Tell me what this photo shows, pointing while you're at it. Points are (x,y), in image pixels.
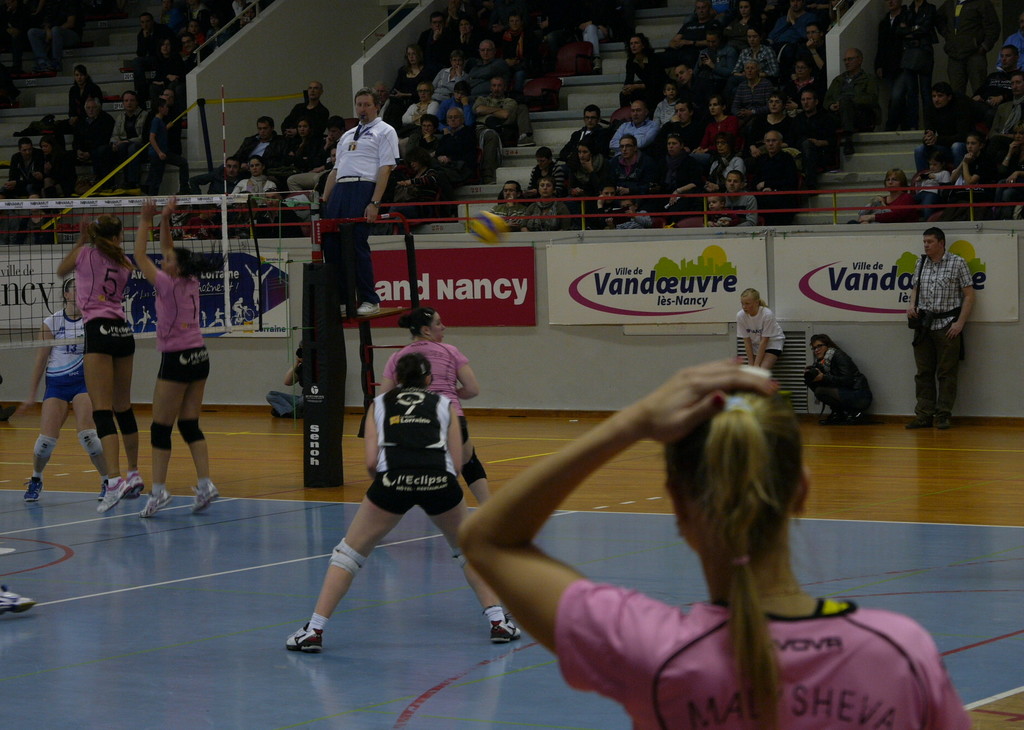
In this image I can see few players (615,681) are wearing different color dresses (577,661). Back I can see a net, pole (335,441), stairs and different banners (248,274) are attached to the fencing (848,193). I can see few people (848,140) are sitting.
